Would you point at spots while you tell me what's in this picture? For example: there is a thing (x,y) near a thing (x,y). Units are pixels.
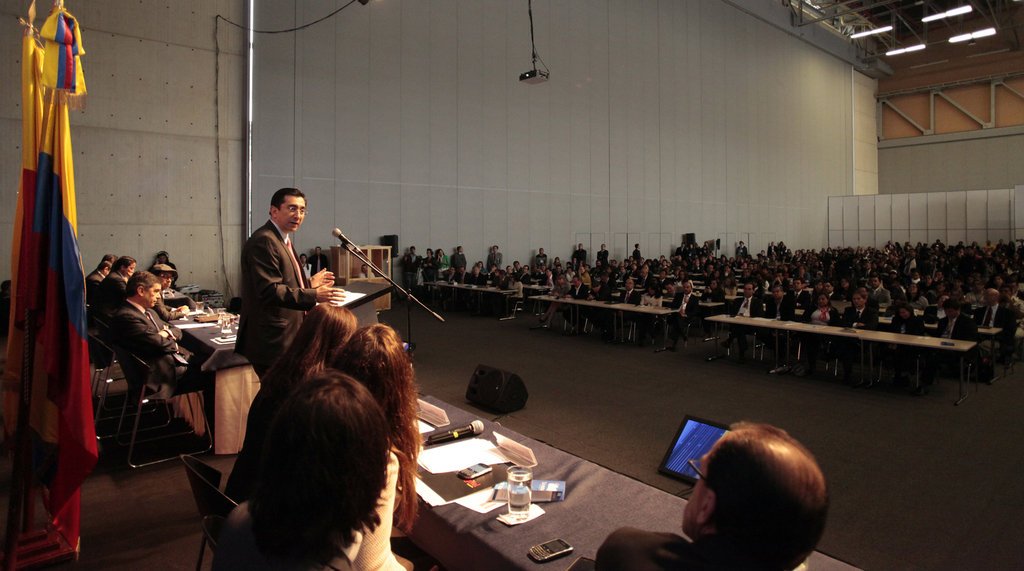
On the left side of the image (196,456) we can see one stage (162,434). On the stage (172,419), we can see one person (245,265) standing and few people (320,460) are sitting on the chairs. In front of them, we can see tables (461,533), one stand (357,286), microphone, speaker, monitor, etc. On the tables (458,506), we can see the papers (447,460), glasses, banners (431,414), microphones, mobile phones (483,475) and a few other objects (452,472). And back of them, we can see two flags (52,233). In the background (398,206) there is a wall (737,132), tables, chairs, many people (969,272) are sitting and few other objects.
